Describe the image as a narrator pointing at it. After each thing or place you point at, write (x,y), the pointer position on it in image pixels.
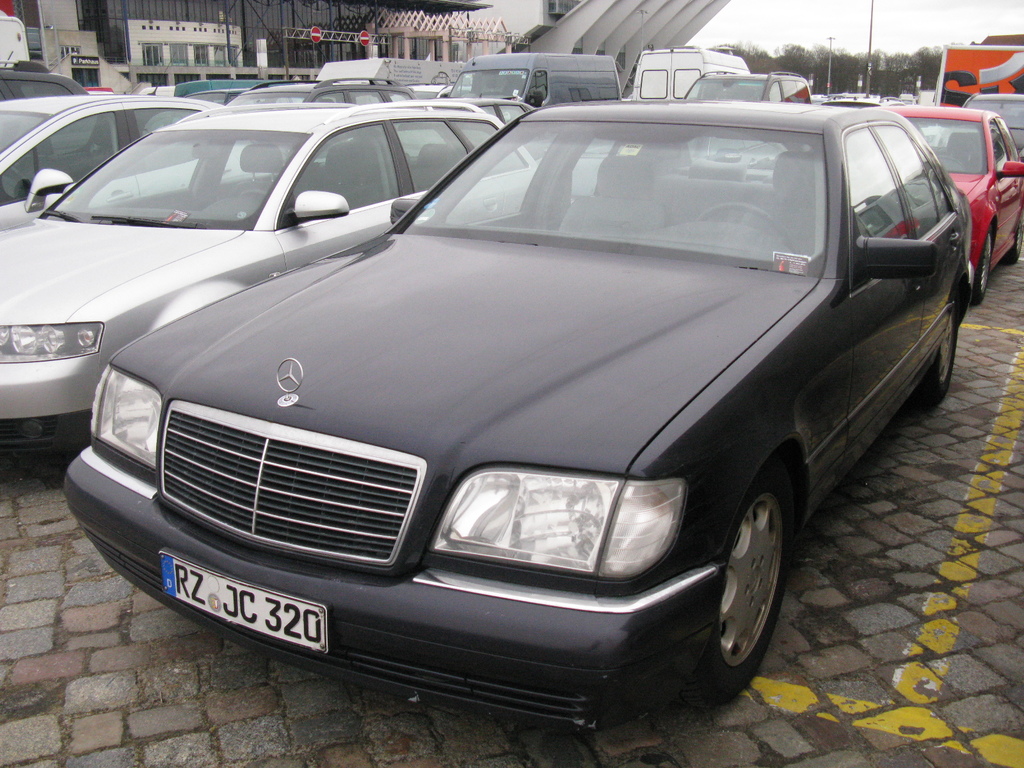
There are many vehicles (369,142). On the vehicle (668,240) there is a number plate (231,608). In the background (336,36) there are buildings (327,14) and trees (936,57).
